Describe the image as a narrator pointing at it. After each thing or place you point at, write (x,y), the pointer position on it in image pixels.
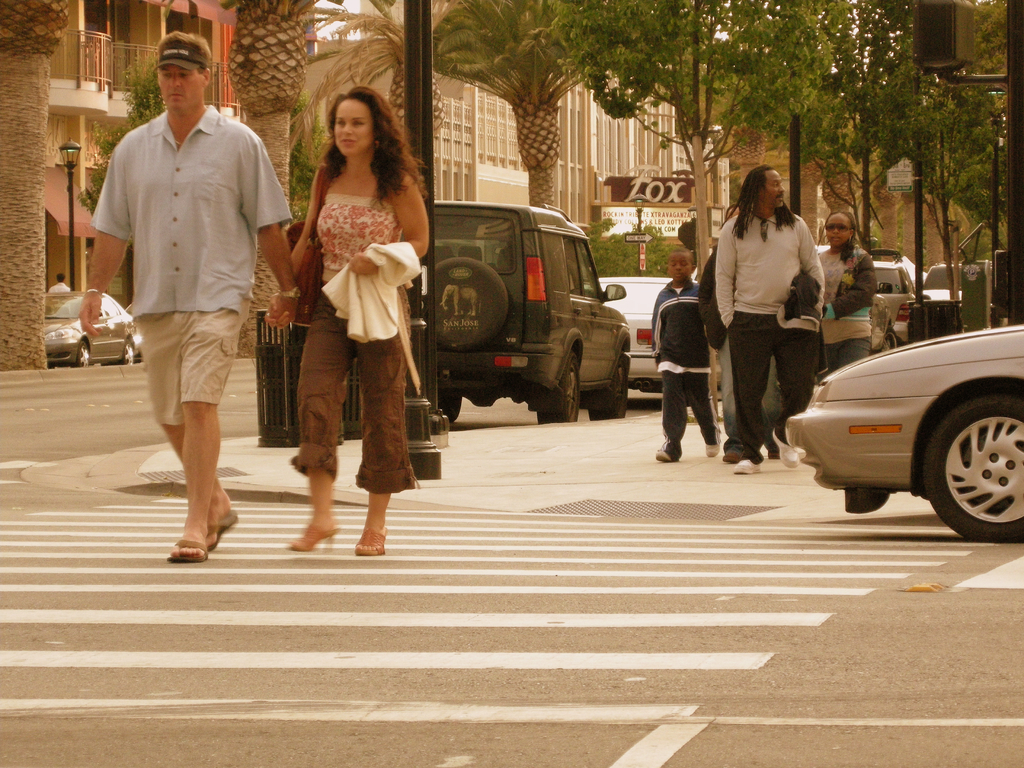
In this picture we can observe some people (668,348) walking on the footpath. There is a couple (275,294) walking on the zebra crossing (292,616). On the right side (864,419) we can observe a car (869,382). In the background (496,316) there are some cars (622,300) on the road (577,605). We can observe trees (606,28), poles (417,100) and buildings (88,90) in this picture.
